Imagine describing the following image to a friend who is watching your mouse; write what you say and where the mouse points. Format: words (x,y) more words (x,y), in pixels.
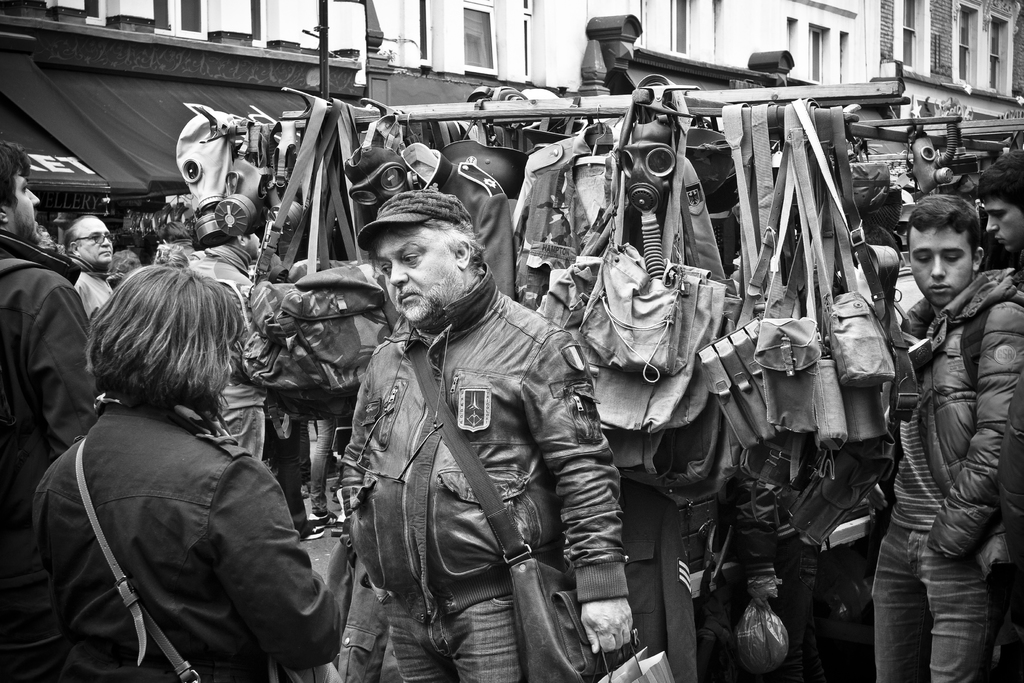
In the middle (437,295) a man (507,384) is standing, he wore coat (489,536), trouser (509,649), and also a cap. On the left side (105,508) a woman (96,550) is there. In the middle (357,282) there are bags (685,326).
